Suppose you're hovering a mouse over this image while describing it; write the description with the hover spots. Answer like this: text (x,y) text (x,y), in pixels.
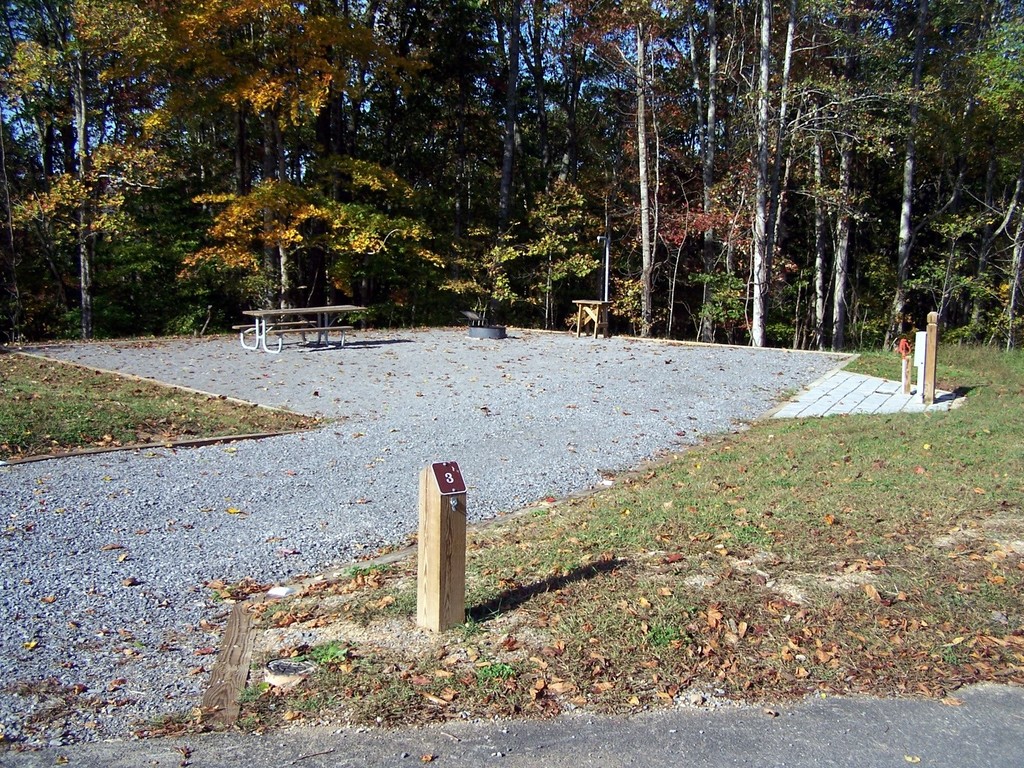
On the left side of the image (127,406) we can see a bench (341,328) and grass (113,401). In the center of the image (578,328) there is a table (594,332) on the ground (584,352). In the background (801,305) there are many trees (750,178) and sky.
